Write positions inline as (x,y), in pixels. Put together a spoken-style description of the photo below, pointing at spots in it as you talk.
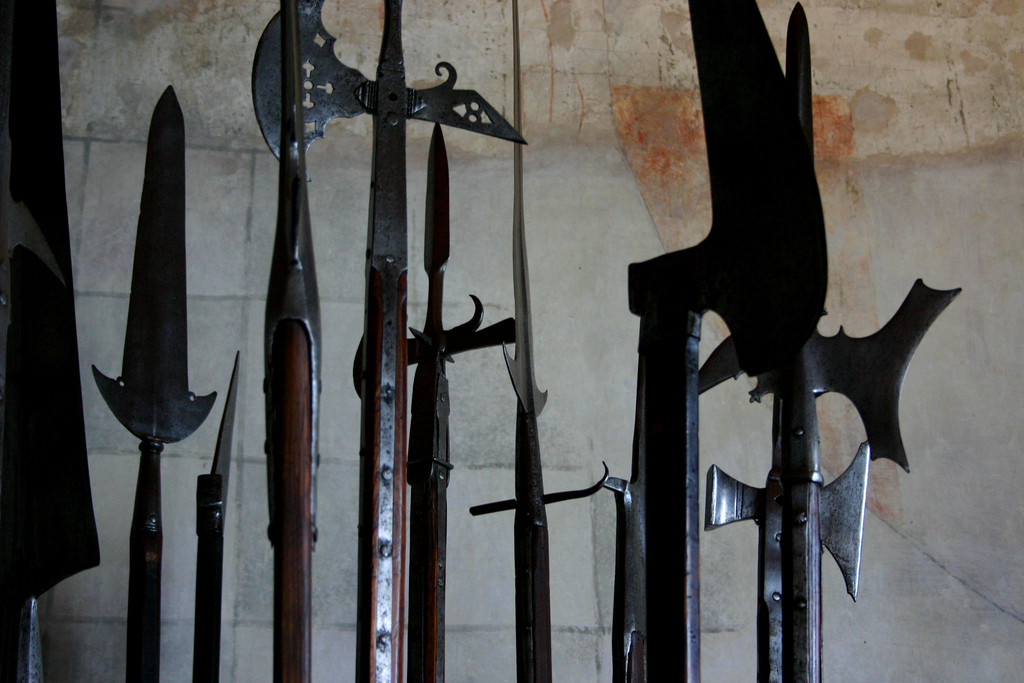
In the picture I can see some weapons (443,335) here and in the background (956,216), I can see the stone wall (968,142).
